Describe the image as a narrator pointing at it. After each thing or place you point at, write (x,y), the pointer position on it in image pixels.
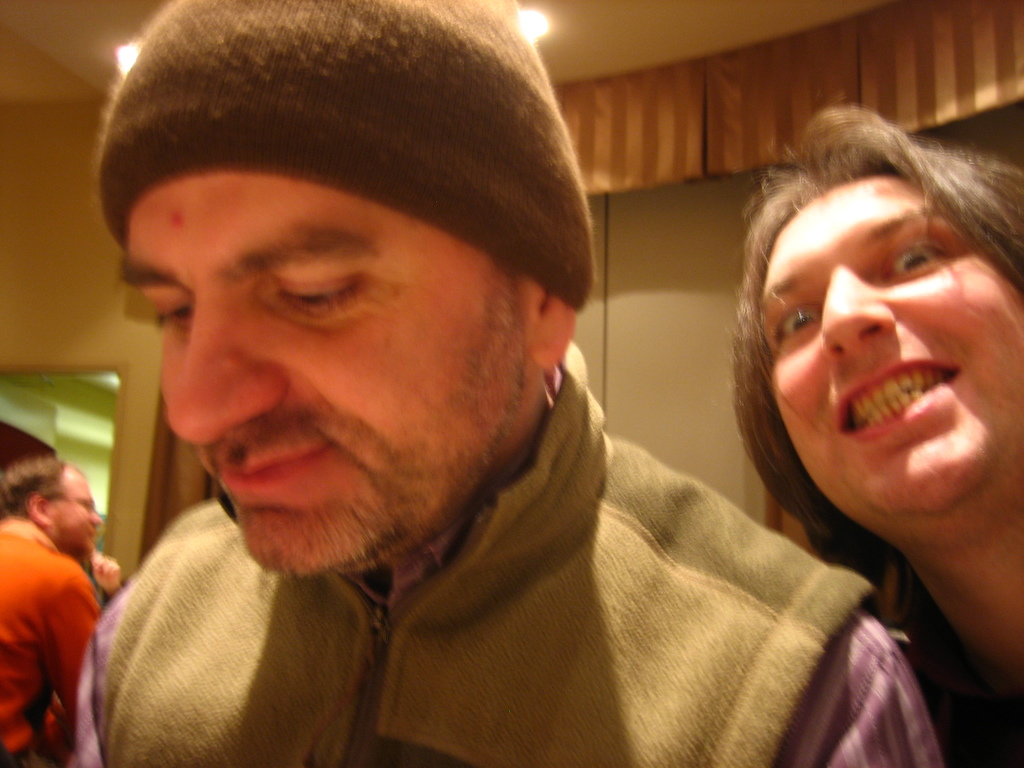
This picture describes about group of people (452,451), in the middle of the image (364,395) we can see a man (359,203), he wore a cap (487,245), in the background (541,29) we can see few lights (522,23).
